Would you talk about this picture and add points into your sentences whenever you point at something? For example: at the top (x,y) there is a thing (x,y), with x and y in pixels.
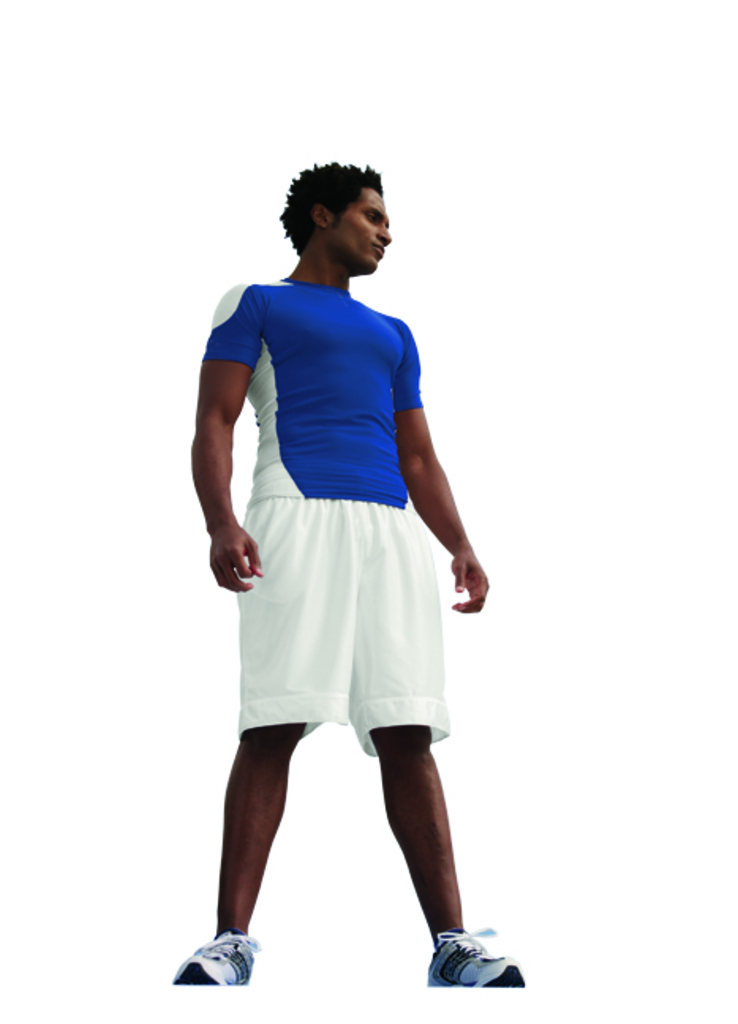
In this image we can see a person (367,609) wearing blue color T-shirt (339,372) and a white color short (382,627). There is a white color background (334,727) in the image.
